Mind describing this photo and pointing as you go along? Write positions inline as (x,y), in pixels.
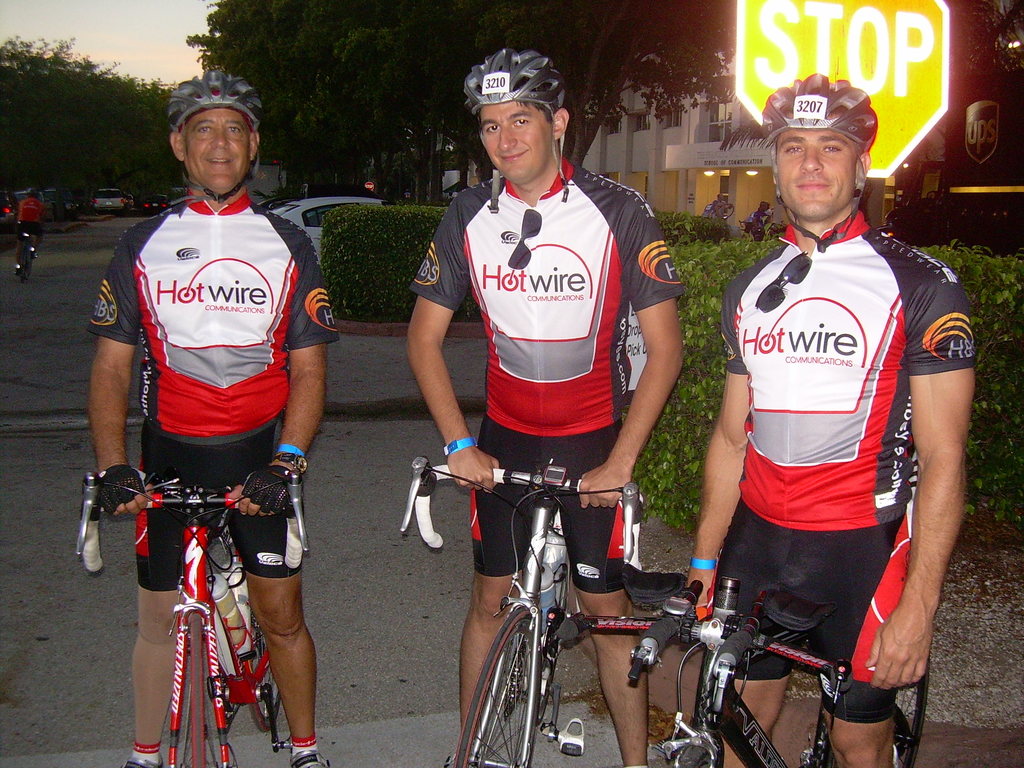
Three men (217,281) are standing with their bicycles (196,501) wearing helmets (768,118).
